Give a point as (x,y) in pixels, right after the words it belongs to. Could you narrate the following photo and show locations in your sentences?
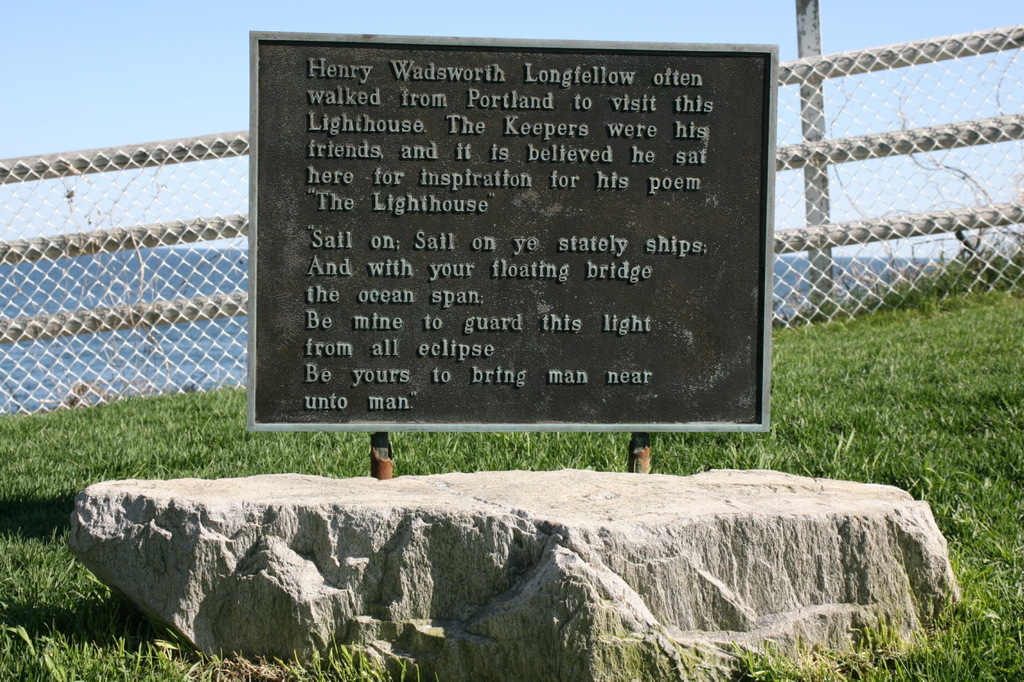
In this image we can see a board (387,354) on which there is some text (441,268) and the board (498,426) is on the stone (470,560) and in the background of the image (801,369) there is fencing (873,296), some grass (820,349), water (74,276) and clear sky (76,76).
